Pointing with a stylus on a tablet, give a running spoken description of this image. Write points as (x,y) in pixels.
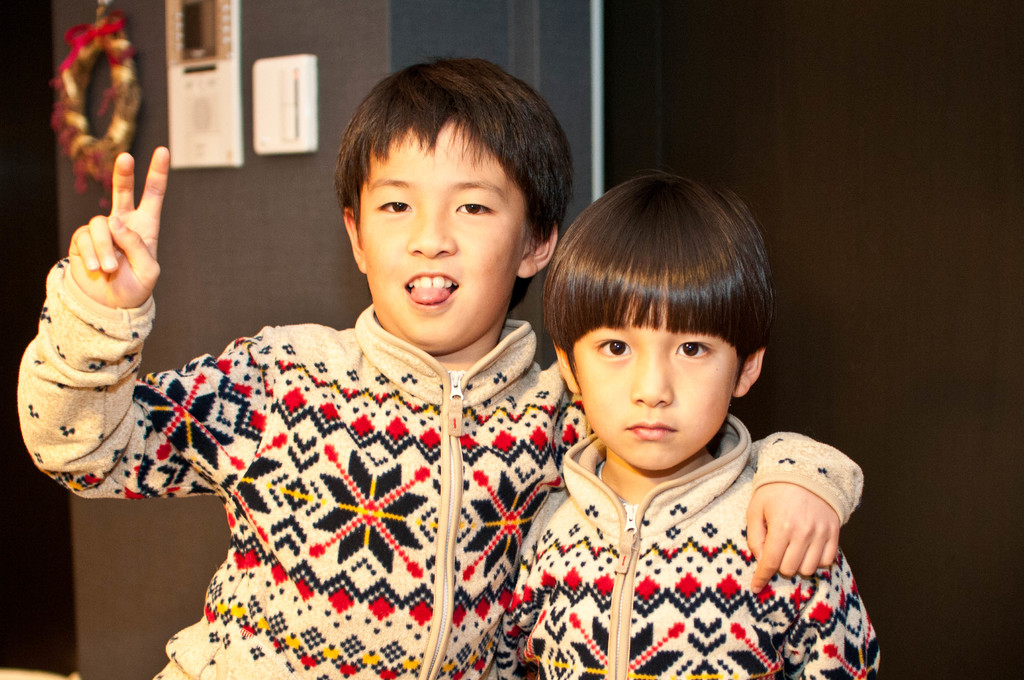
In this image I can see two boys (581,467) are wearing same jackets (290,451) and giving pose for the picture. In the background (369,73), I can see a wall (495,56) to which few objects (315,93) are attached.
